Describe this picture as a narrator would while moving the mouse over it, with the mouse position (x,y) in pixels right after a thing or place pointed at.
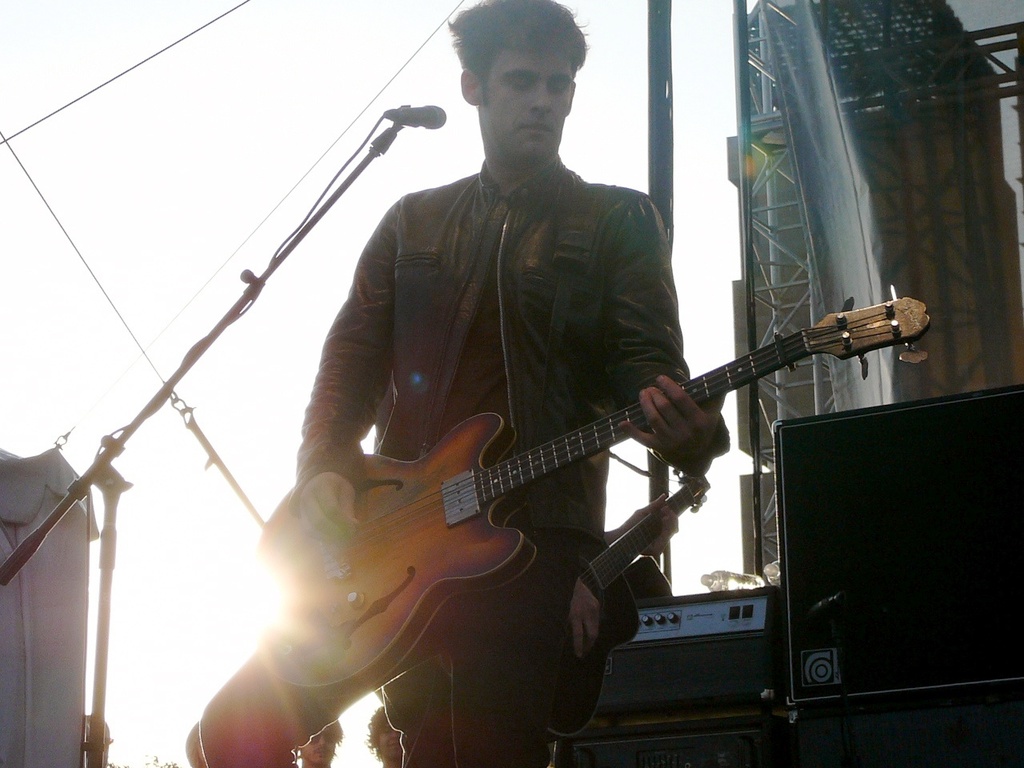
A man (488,308) is standing and playing the guitar (456,507).
